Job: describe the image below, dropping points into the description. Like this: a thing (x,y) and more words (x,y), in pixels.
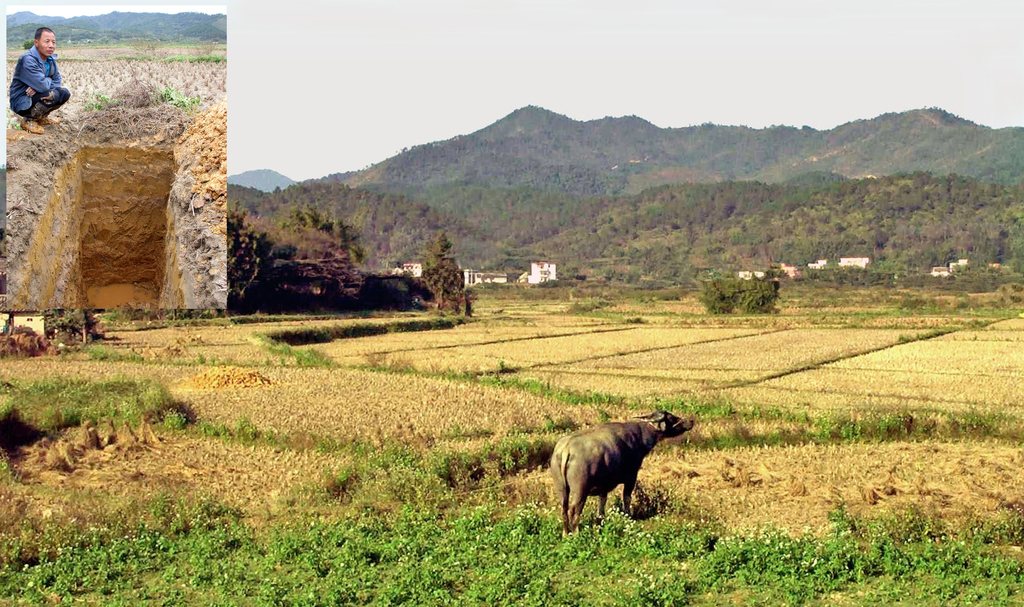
This is a collage image, in this image there is a person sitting in front of a grave hole (170,222), in another image there is a buffalo (609,442) standing on the grass surface (412,369), in the background of the image (596,240) there are mountains (626,257).
